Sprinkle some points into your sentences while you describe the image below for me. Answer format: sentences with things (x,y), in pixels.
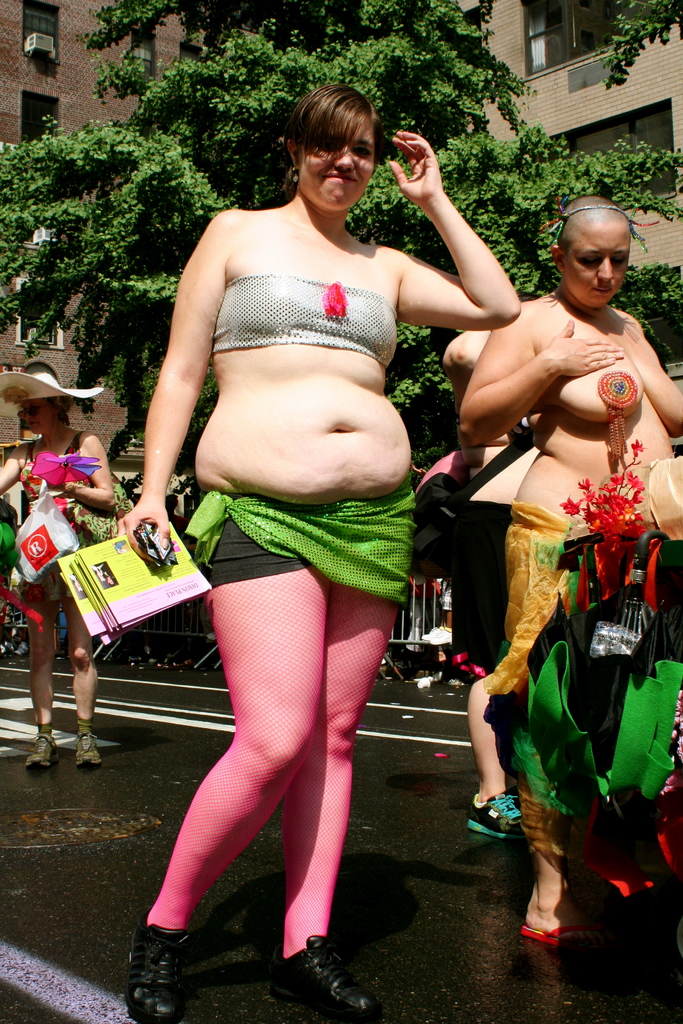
In this picture, we see the women (309,339) wearing the costumes (350,343) are standing. The woman (349,417) in front of the picture is holding the cards (166,579) in her hands (164,539) and she is smiling. The woman (44,729) on the left side (53,433) who is wearing a hat (81,392) is standing. At the bottom (488,919), we see the road (55,711). There are trees (381,157) and buildings (65,375) in the background (443,136).
